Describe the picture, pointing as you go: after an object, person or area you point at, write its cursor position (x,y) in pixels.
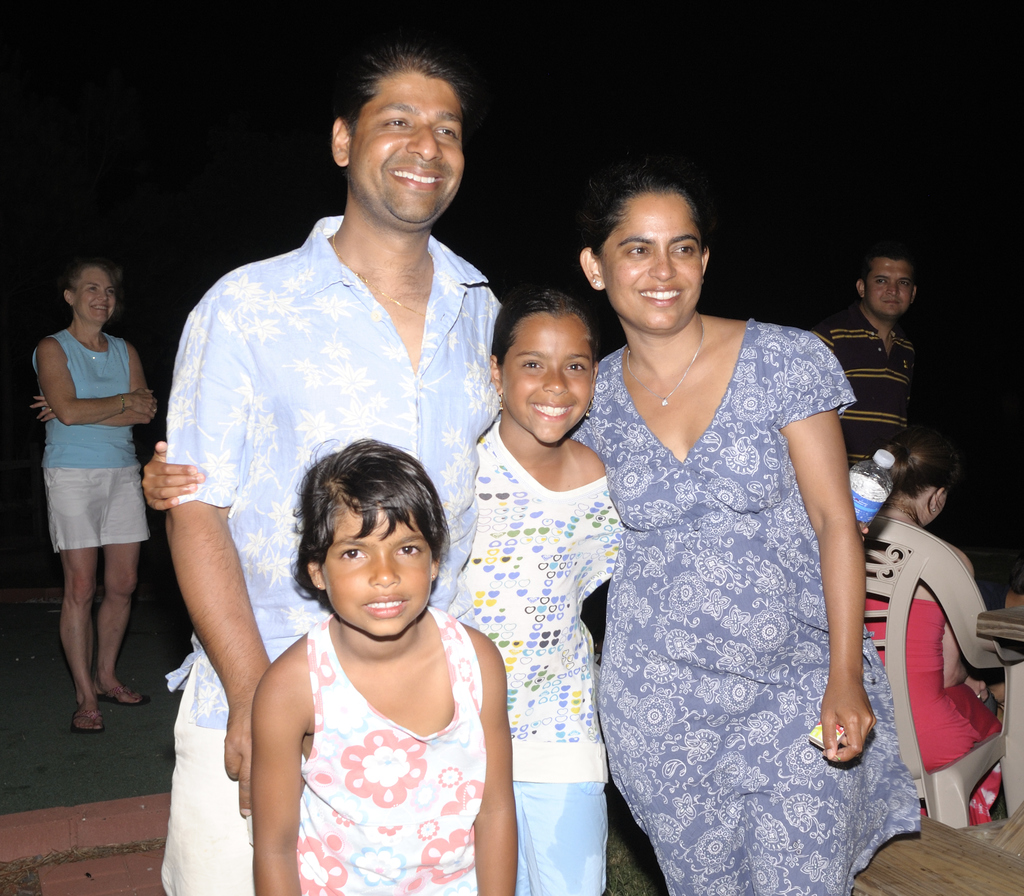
In the picture I can see a man (265,526), woman (684,501) and two children (429,710) are standing and smiling. Here I can see a person (984,721) sitting on the chair (1009,787), I can see two persons (67,391) are standing and smiling and the background of the image (11,393) is dark.
